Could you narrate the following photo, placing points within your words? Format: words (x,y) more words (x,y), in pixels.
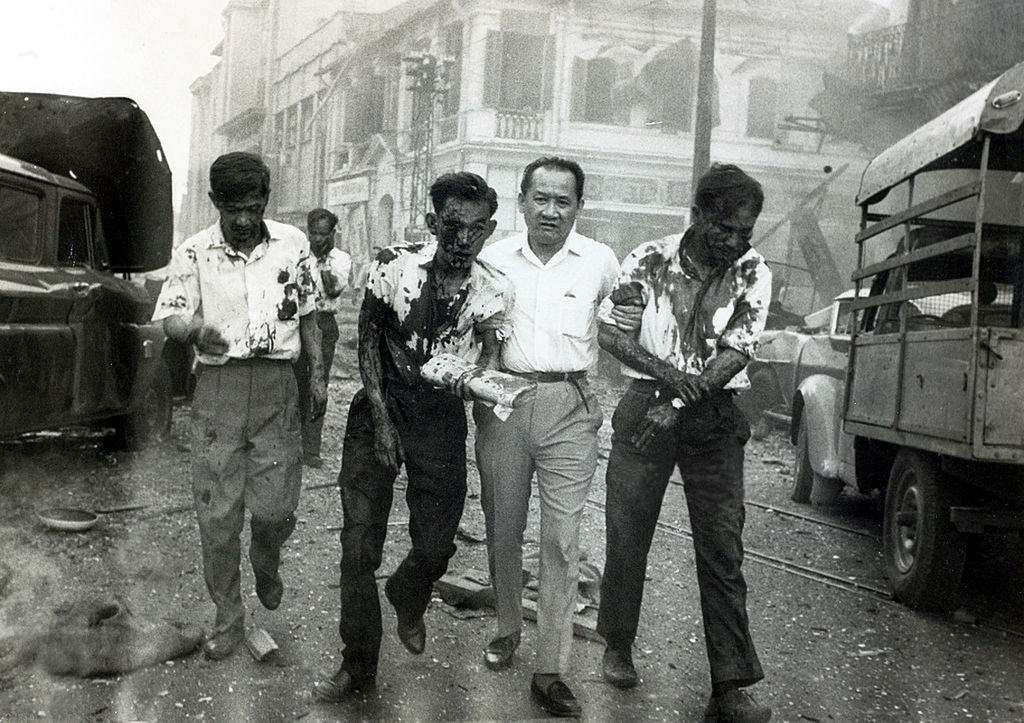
In this image, we can see a group of people (483,266) wearing clothes (267,345) and walking on the road (451,656). There is a vehicle (92,319) on the left (69,309) and on the right side of the image (907,326). There is a building (540,125) at the top of the image (443,54). There is a sky (180,89) in the top left of the image (137,60).
